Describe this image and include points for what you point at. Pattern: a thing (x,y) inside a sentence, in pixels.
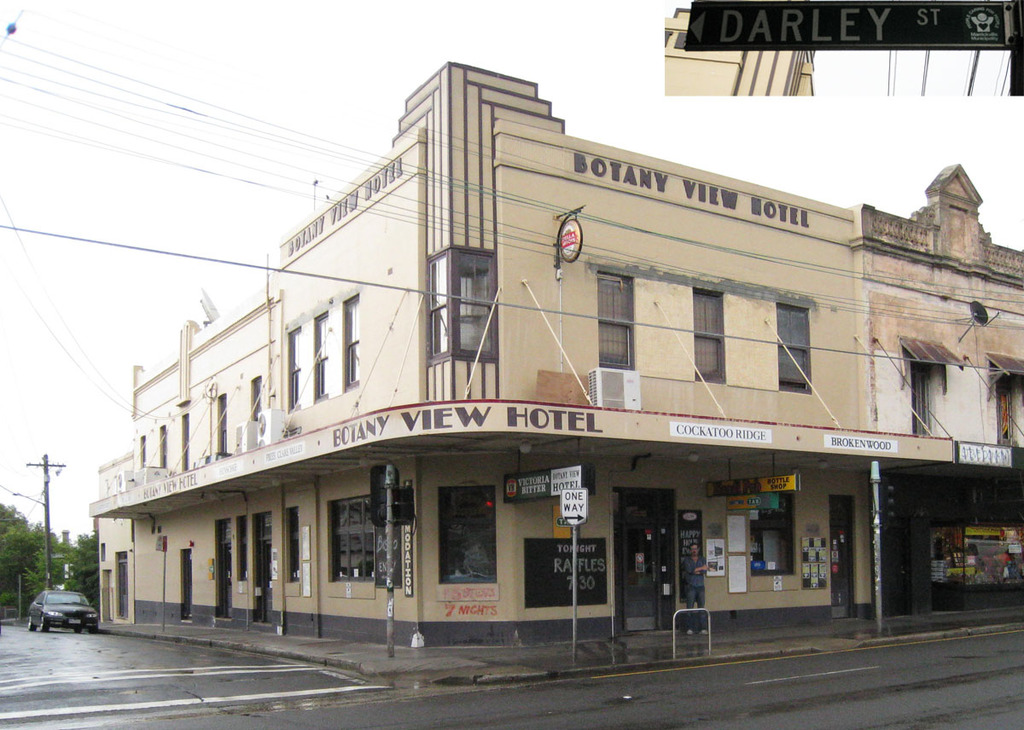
In the picture we can see a building (126,579) with many windows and doors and it is a hotel building (482,632) and beside it, we can see a car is parked and behind it, we can see an electric pole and behind it we can see many trees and in the background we can see the sky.
